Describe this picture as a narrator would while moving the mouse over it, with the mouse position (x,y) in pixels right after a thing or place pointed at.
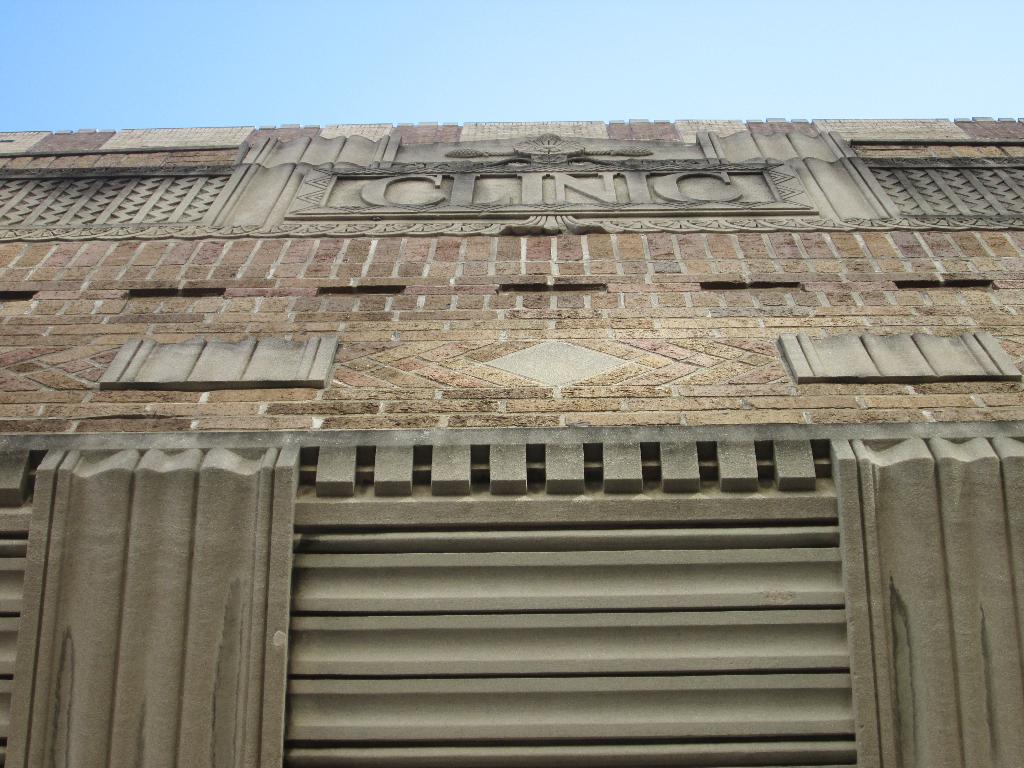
In this picture we can see a building (485,269), and we can find some text (553,200) on the building (560,284).
